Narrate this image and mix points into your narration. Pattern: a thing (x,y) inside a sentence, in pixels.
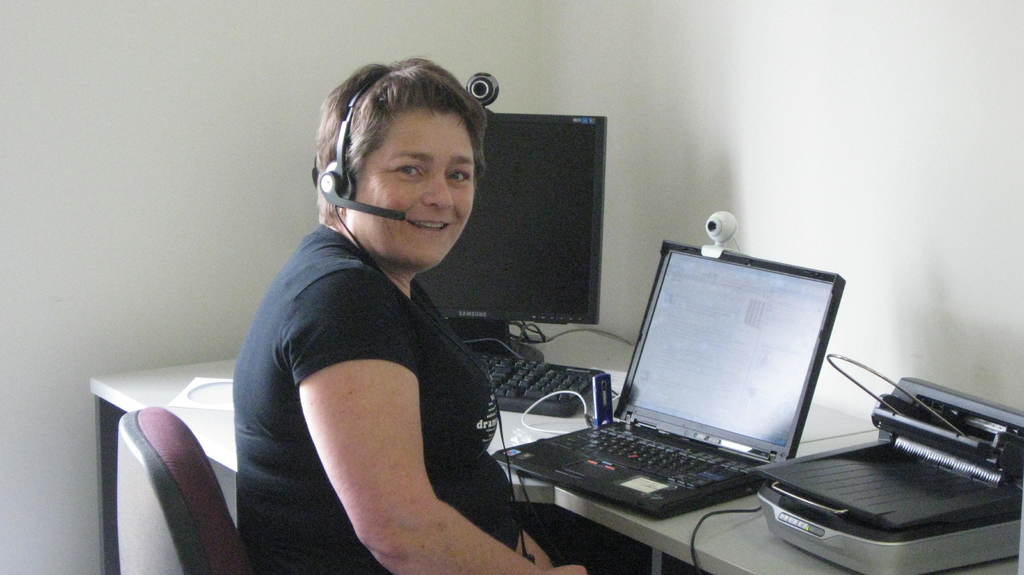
In this image there is a woman (353,426) sitting in a chair (214,504) is wearing a head phone (380,208) is having a smile (415,221) on her face (400,187), in front of the woman (408,398) on the table (566,418) there is a laptop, monitor (509,317), keyboard (548,379), cables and some other objects (941,473), in front of the table (580,423) there is a wall (27,446).
